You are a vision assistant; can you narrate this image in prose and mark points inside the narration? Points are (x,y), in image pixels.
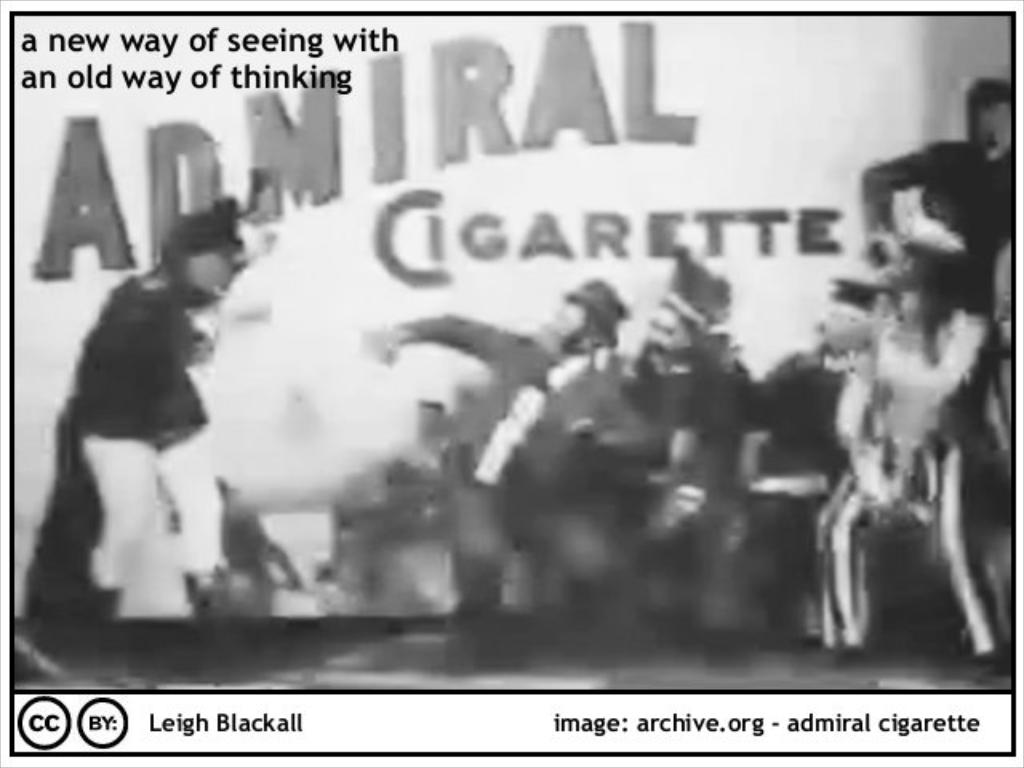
This is a black and white image. In this image we can see a poster (144,106). And there is text (263,137) on the image. And the image is blur.
